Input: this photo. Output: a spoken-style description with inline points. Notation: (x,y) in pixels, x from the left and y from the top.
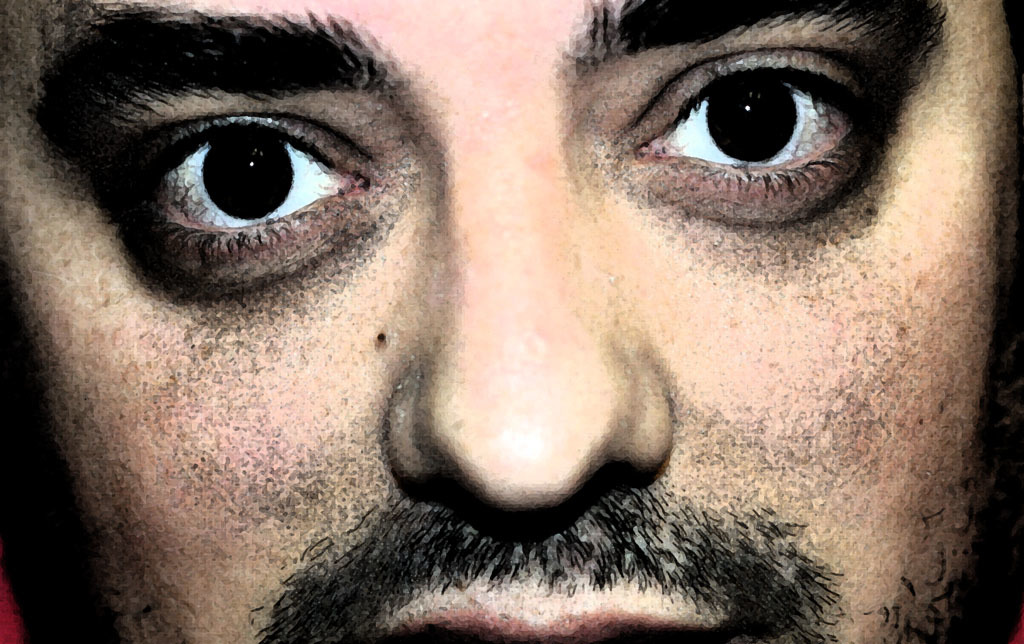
In this picture, we see the face (427,260) of the man (715,211). We can see the eyes (779,78), nose (554,412) and mouth (534,629) of the man (443,338). This might be an edited image.
